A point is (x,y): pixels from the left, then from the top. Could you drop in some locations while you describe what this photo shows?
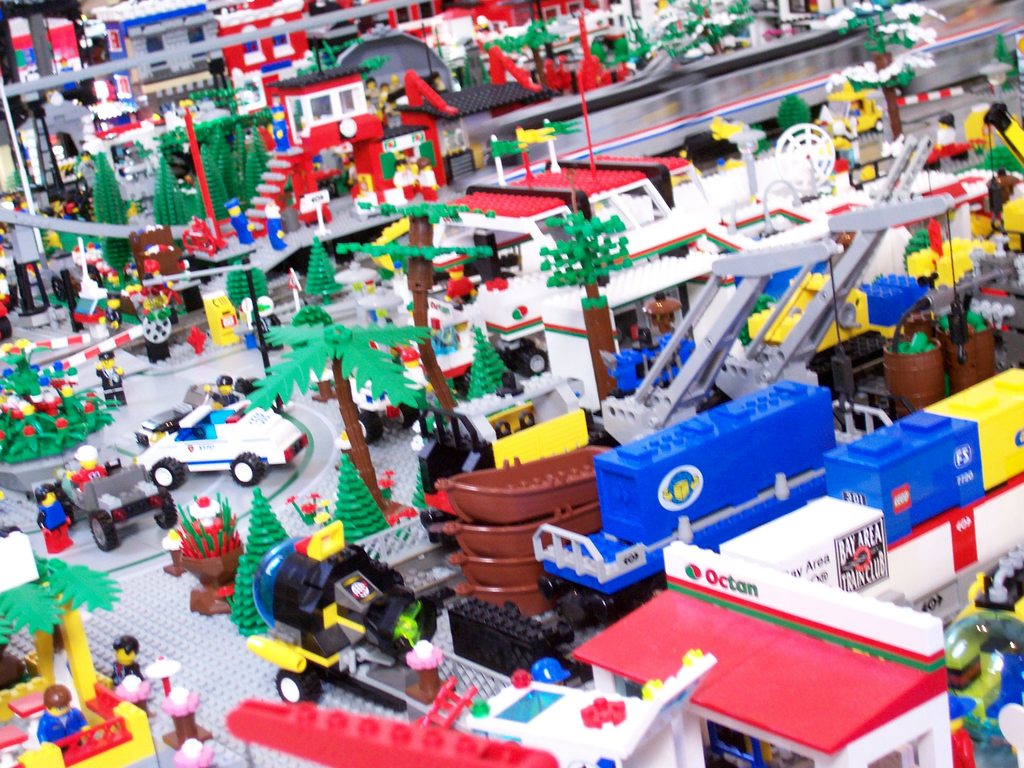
In this image, we can see some toys (877,284) like vehicle (802,529), car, person's (278,225), trees (316,262), road (235,497) and few buildings (875,745).
